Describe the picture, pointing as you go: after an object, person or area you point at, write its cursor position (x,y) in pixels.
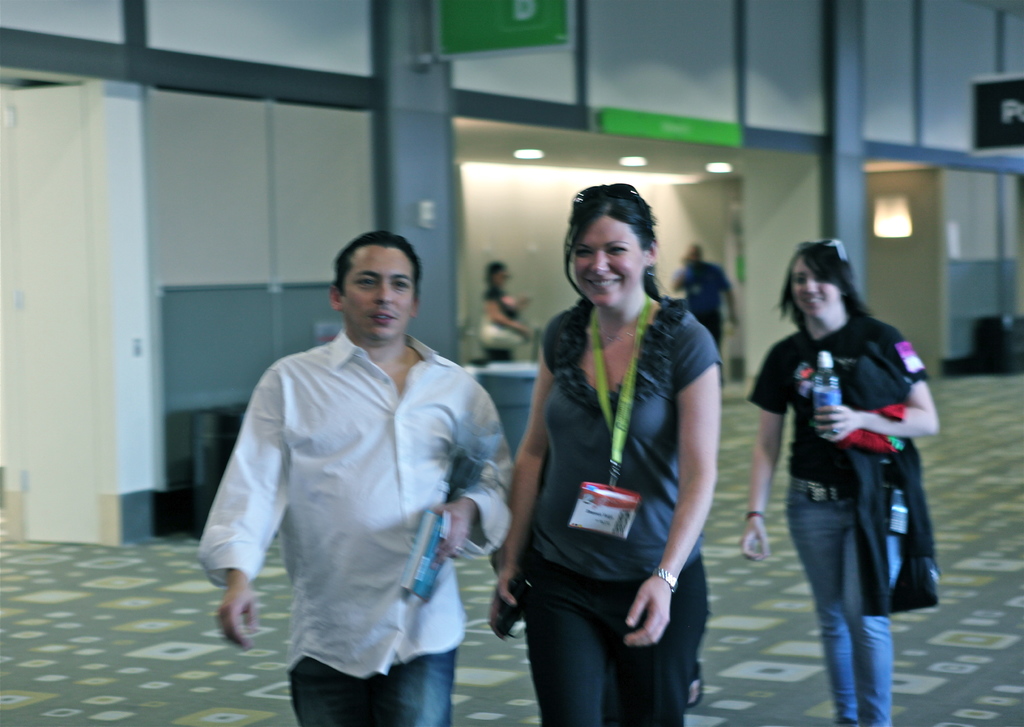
In this image there is a man (372,461) walking towards the bottom of the image (329,549), he is holding an object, there are two women (661,412) walking, they are holding an object (831,413), the woman (637,326) wearing an identity card (622,497), there is a man (719,290) standing, there is a woman (521,334) standing, she is wearing a bag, there is floor (202,670) towards the bottom of the image (480,649), there is a wall (522,67) towards the top of the image (615,32), there is a roof (534,138), there are lights (885,217), there is a board (999,111) towards the right of the image (1009,109), there is a board (988,107) towards the right of the image (999,92), there is text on the board (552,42), there is a wall (1006,63) towards the right of the image (892,193), there are objects (995,353) on the floor (263,645).
